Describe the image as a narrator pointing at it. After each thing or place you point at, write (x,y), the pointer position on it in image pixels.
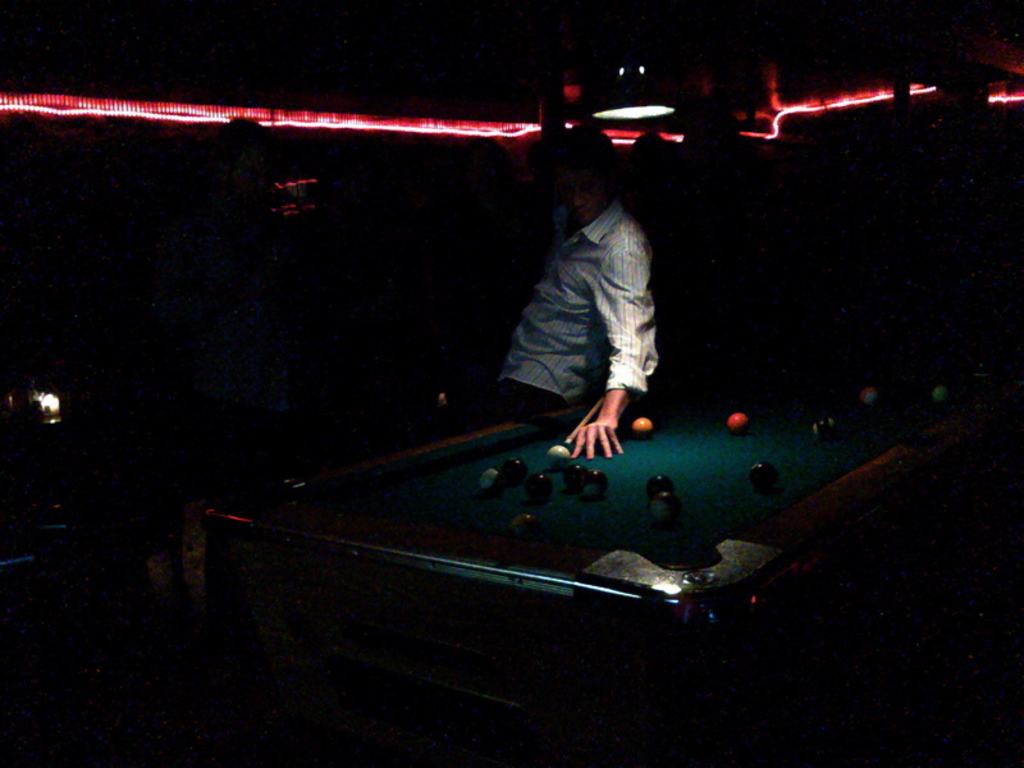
The picture consists of a snooker table (542,463). In the center of the picture (527,389) there is a man (573,297) playing snooker. The background (22,84) is dark. At the top (39,109) there is a red light (39,109).
